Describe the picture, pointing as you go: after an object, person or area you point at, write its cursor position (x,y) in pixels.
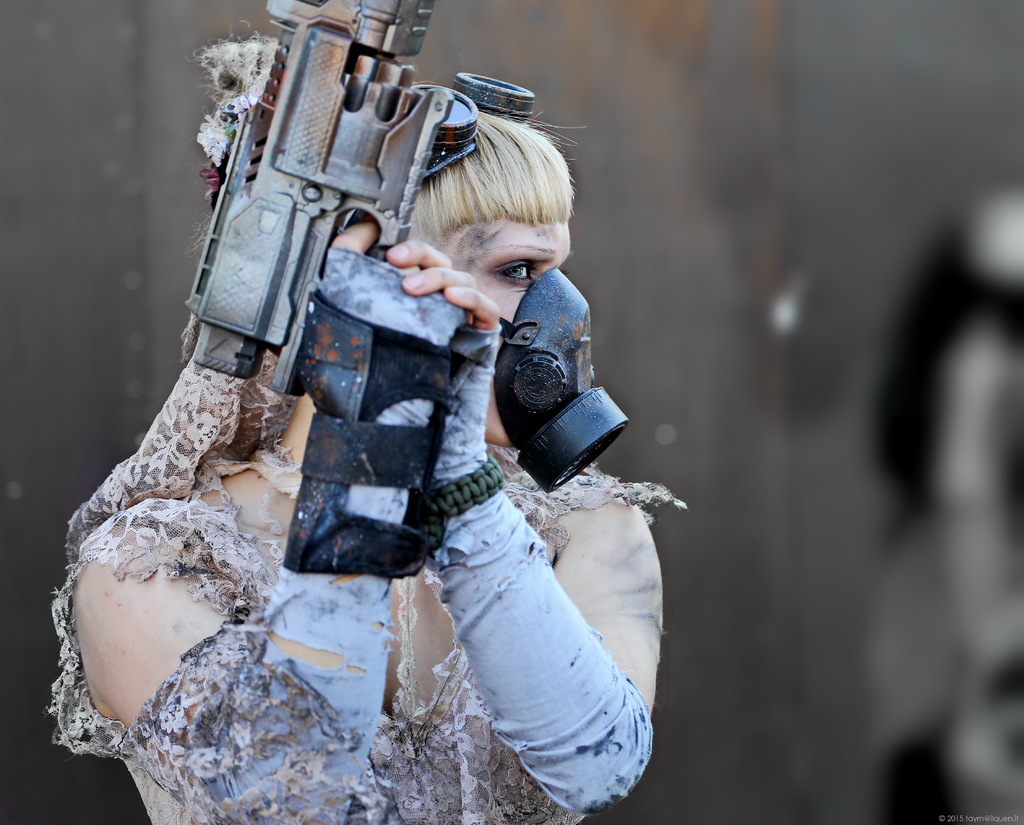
In this image there is a girl (380,572) holding the gun (348,134) by wearing the gloves (361,399) and a mask (531,335). In the background (692,373) there is a wall (780,179).
